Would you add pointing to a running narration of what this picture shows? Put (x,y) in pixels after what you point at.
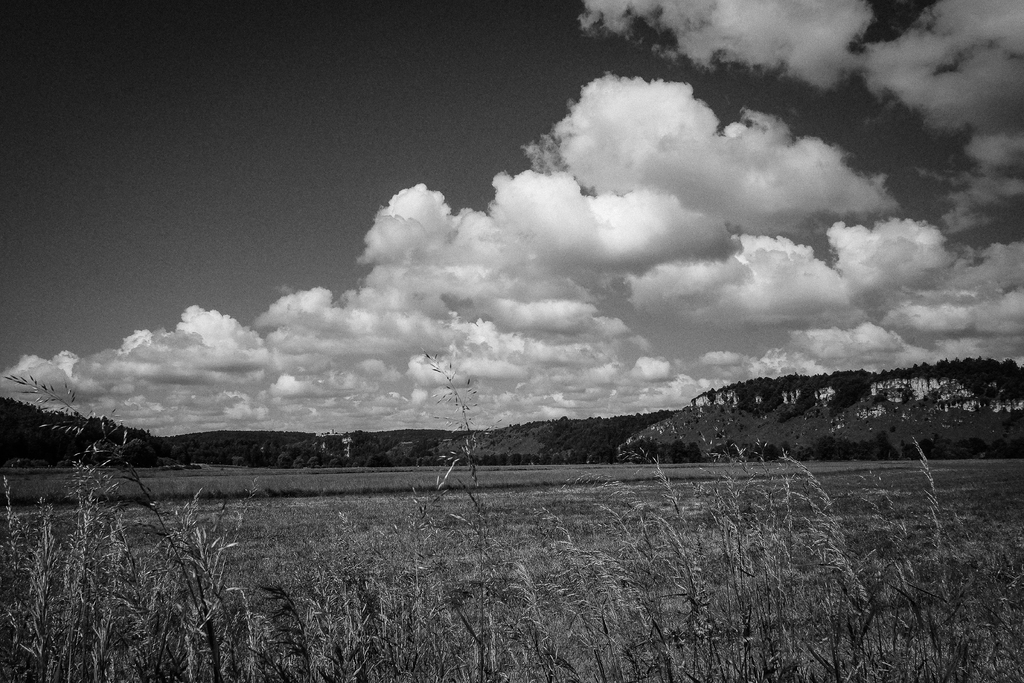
In this image there are grass (563,586), trees (212,439), mountains (646,430) and the sky (474,260).
